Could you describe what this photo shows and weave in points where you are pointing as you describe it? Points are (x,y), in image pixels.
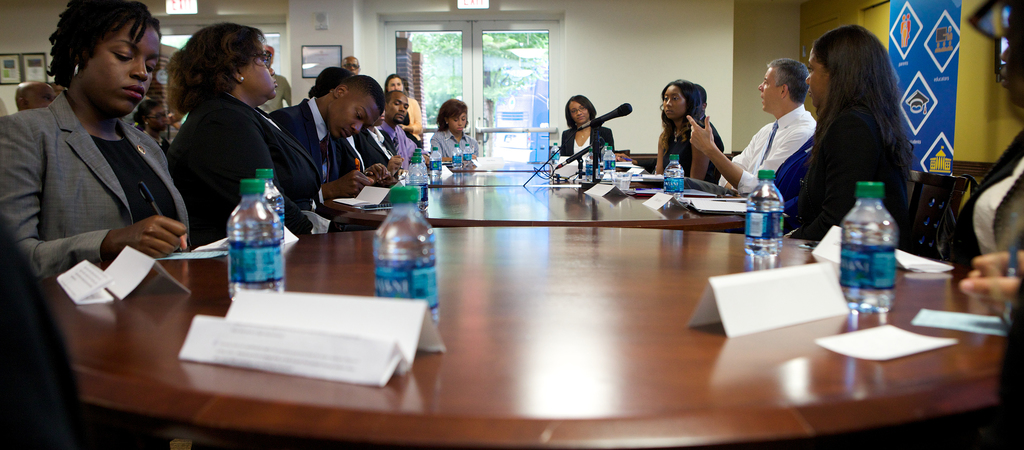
There are group of people (335,154) sitting in front of a table (375,217) which has water bottles (396,194) and some papers (759,291) on it and the person (766,136) wearing white shirt (782,138) in the right corner (771,137) is speaking in front of a mic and there are few people (155,105) standing in the background (393,80).
